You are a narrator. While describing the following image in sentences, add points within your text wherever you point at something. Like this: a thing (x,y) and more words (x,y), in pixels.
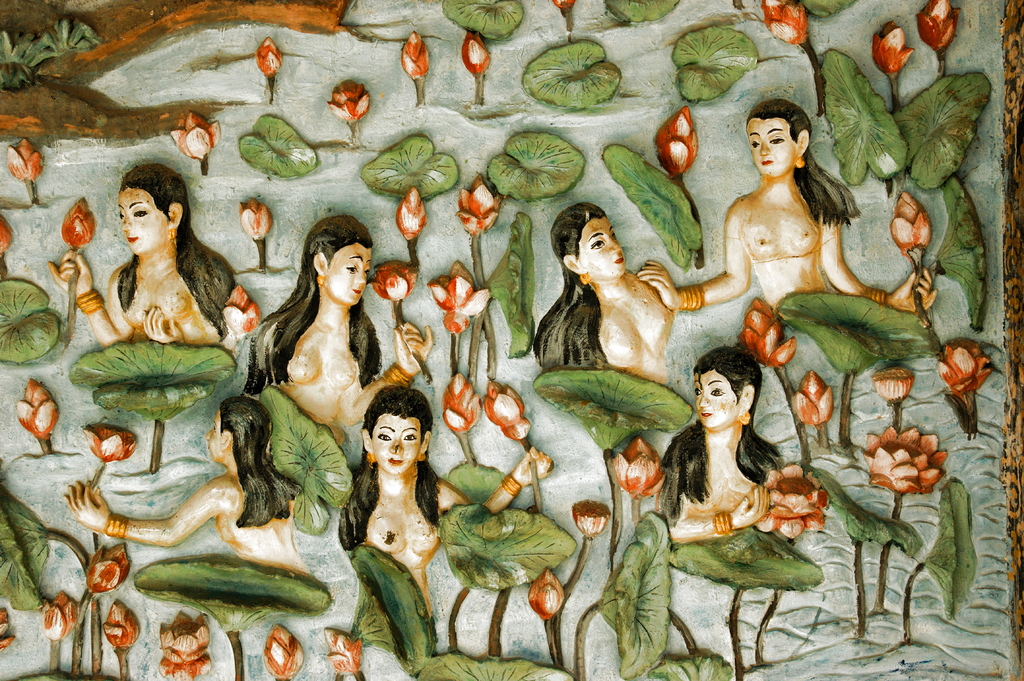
In this image it looks like an art in which there are so many girls (605,327) who are holding the flowers (512,433). In between them there are leaves (624,392).
